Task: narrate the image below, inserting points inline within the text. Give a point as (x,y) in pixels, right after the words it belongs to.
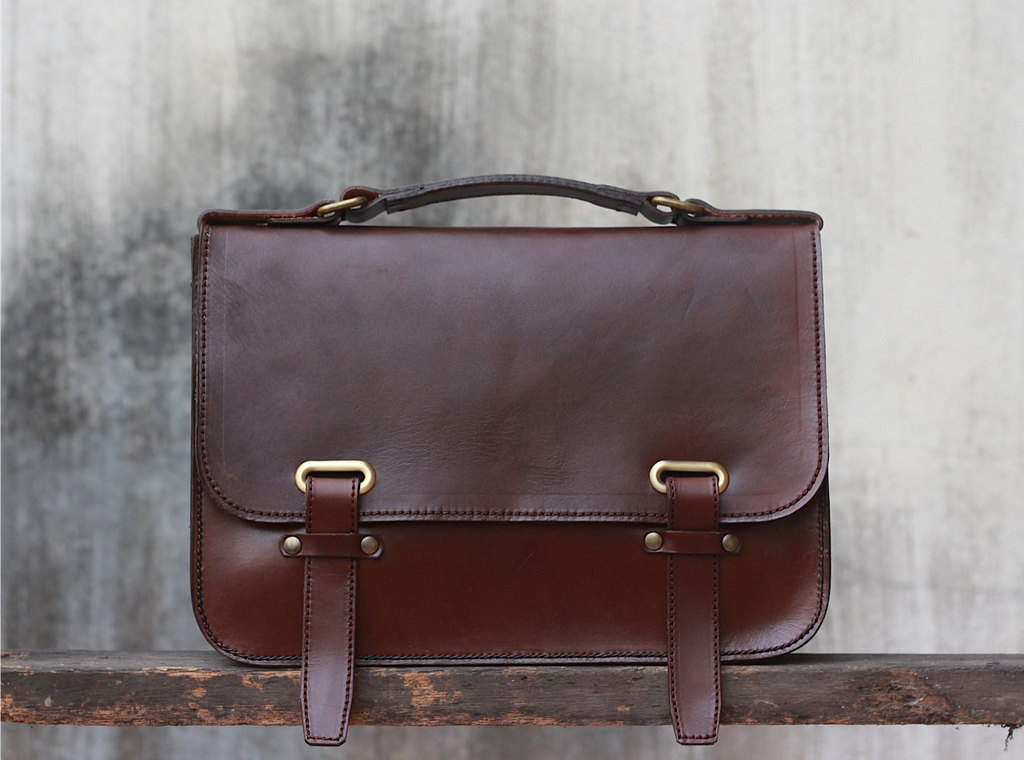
This is a picture of a handbag (319,342) where there is a handle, hook (306,464) and the handbag (491,315) is made of leather (633,243) in the wooden rack (147,689).
